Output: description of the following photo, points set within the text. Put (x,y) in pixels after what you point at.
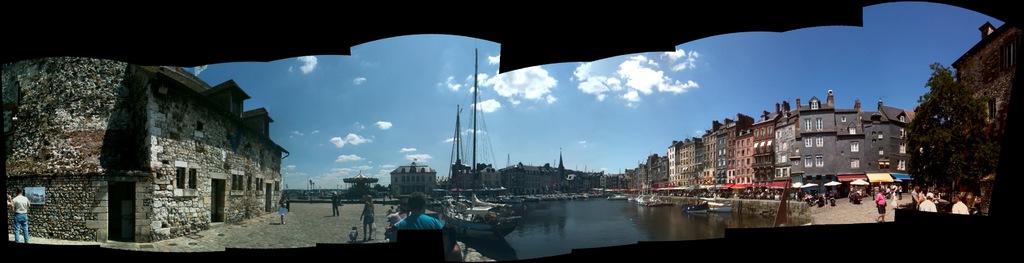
In this image it seems like it is a wide angle photo. In the middle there is water (587,233). In the water (541,216) there are so many boats (630,197). On the right side (767,158) there are so many buildings (767,158) one beside the other. Below the buildings (767,158) there are so many shops (774,186) on the road (846,202). On the left side (163,150) there is a stone house (173,159). At the top (364,74) there is the sky (351,80). There are few persons (406,225) standing on the floor (358,218) beside the house (235,168).
